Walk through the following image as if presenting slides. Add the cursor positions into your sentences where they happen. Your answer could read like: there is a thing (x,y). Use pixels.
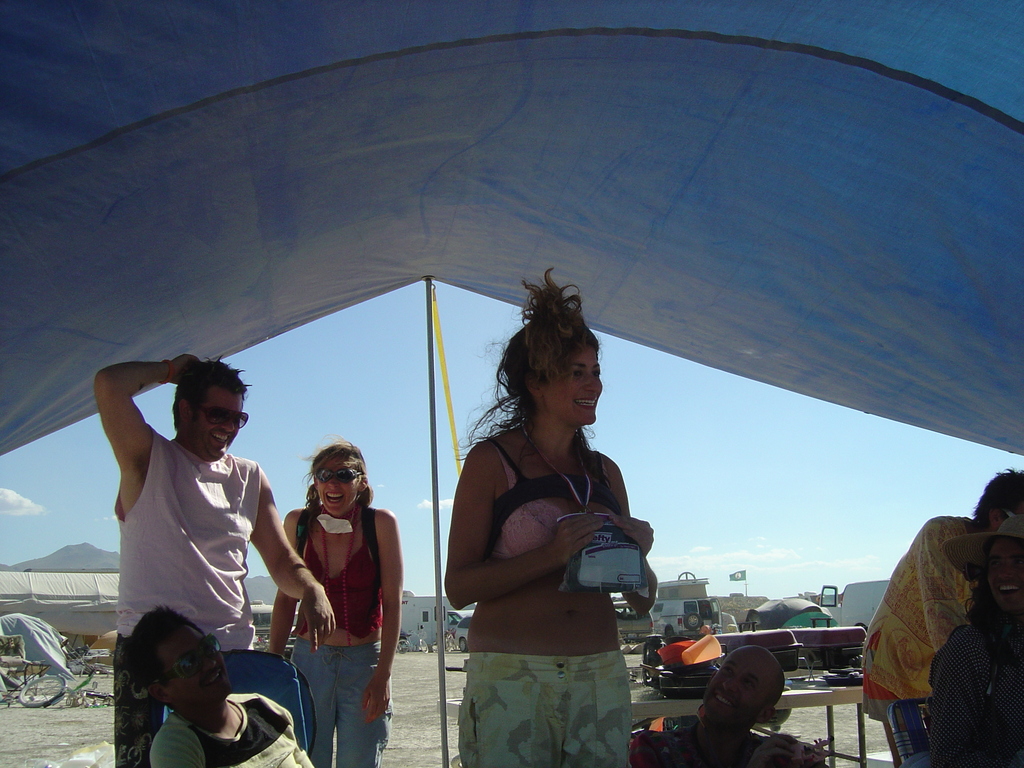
On the left side (177,487), there are two men (174,466) and a woman (330,527) smiling. One of the two men (216,650) is sitting. On the right side (971,741), there are women (1019,737) and men (773,756). Three of them are smiling. Above them, there is a tent (263,101). In the background (70,556), there are vehicles (877,608), a tent (5,590), a building (14,581), a flag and mountains (13,567) on the ground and there are clouds (15,497) in the sky (669,367).
